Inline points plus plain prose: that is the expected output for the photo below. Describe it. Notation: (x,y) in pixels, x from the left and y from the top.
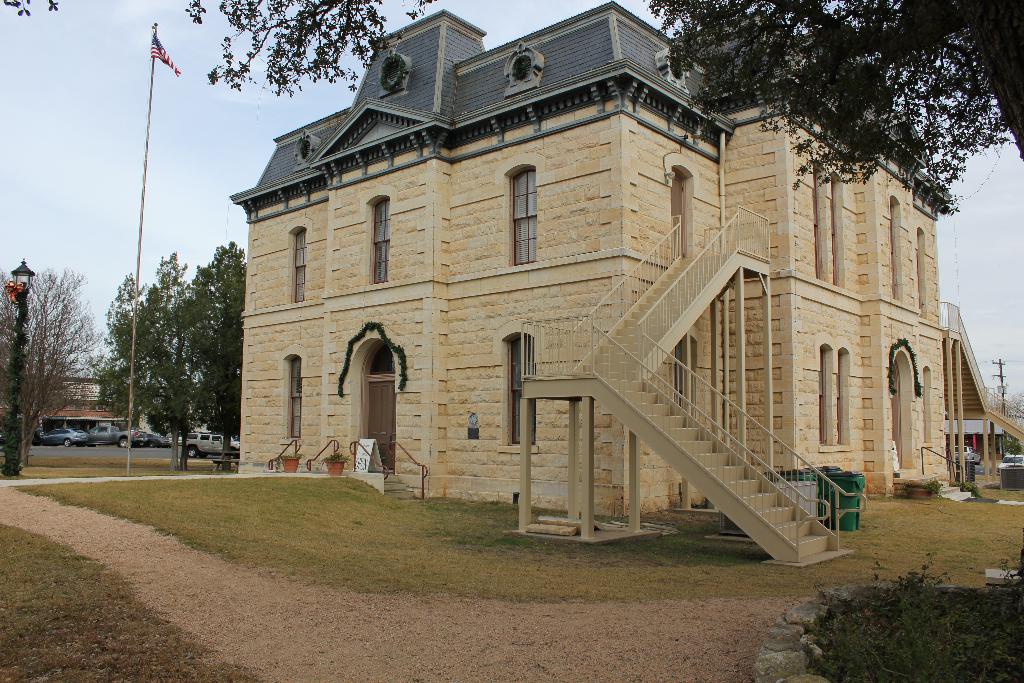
In this image I can see the building (572,309) with windows (530,244). The building (453,309) is in cream and grey color. In-front of the building (263,407) I can see the boards (370,453) and flower pots (344,454). To the side of the building (606,421) I can see many trees (155,352), flag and the vehicles (78,442) on the road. I can also see few more objects (783,524) to the side. In the background (248,79) I can see the sky (96,153).
